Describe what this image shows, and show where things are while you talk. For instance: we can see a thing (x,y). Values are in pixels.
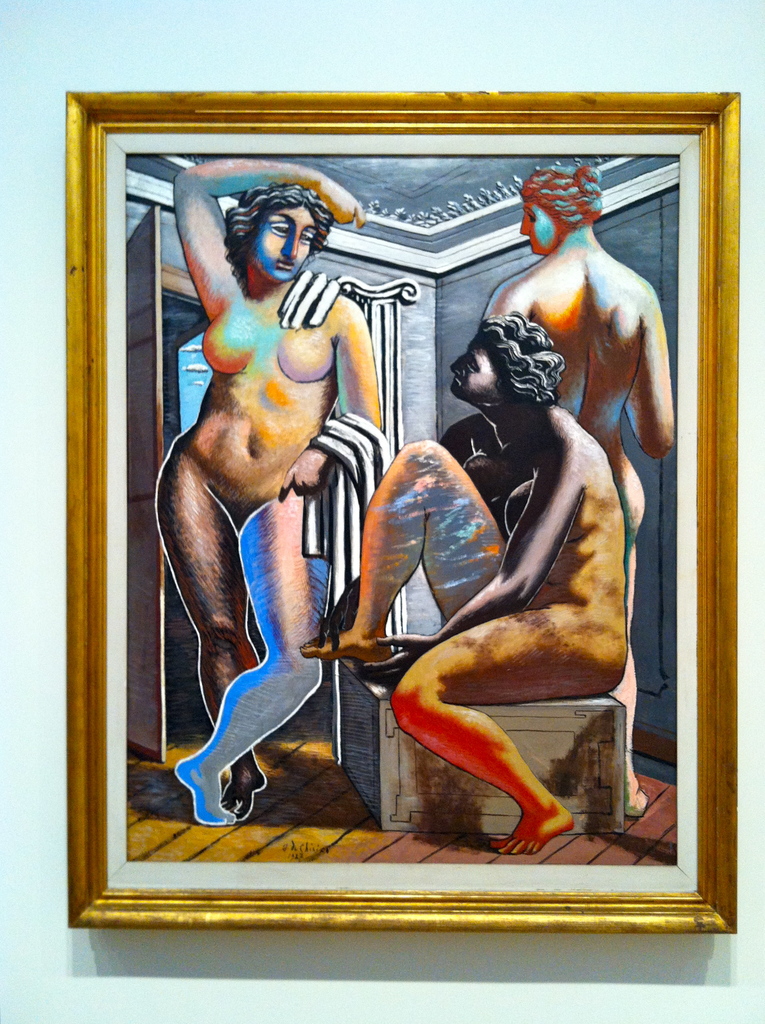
In this picture, we see the photo frame (547,501) of three women (405,712). This photo frame (301,676) is placed on the white wall (304,72).
